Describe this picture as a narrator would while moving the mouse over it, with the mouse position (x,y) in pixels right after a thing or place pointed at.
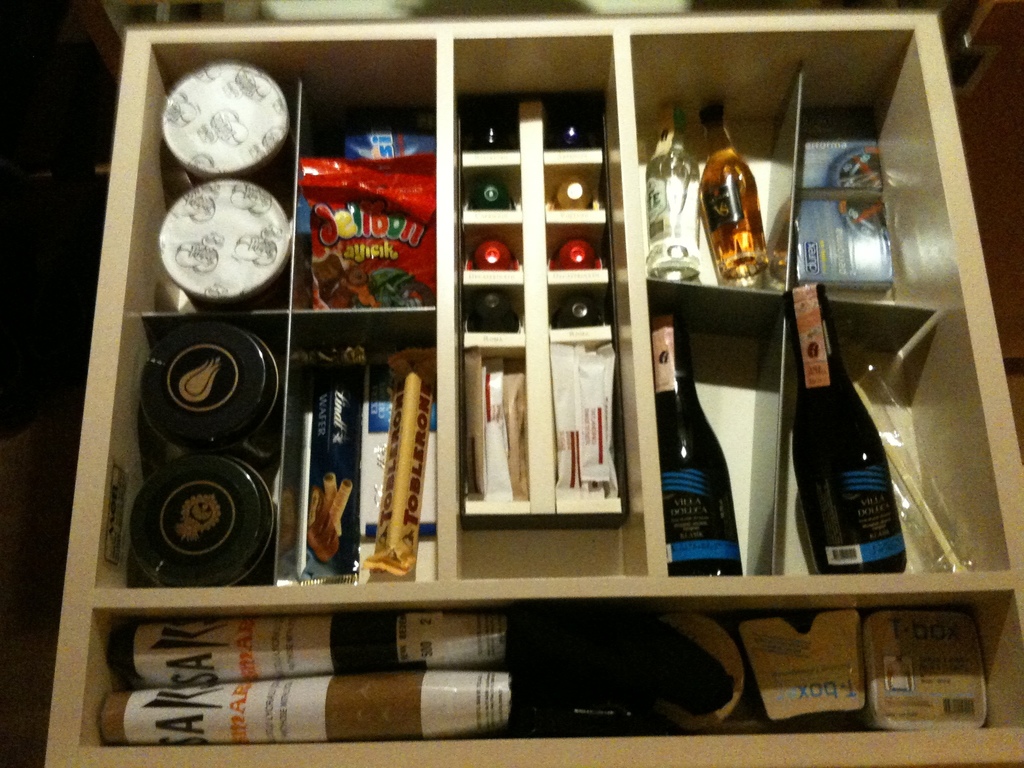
In this picture there is a box (139,245) in which there are many compartments (769,226), firstly there are two containers (231,165) with silver color lid (231,225) on top of them and beside that there is Jelibon packet (334,263) and down we observe two Chocolate bars (390,473). To the right side of the image (691,193) we find two glass bottles (673,197), two wine bottles (836,461). There are also two black and brown sticks (437,681) in the down side of the image.
